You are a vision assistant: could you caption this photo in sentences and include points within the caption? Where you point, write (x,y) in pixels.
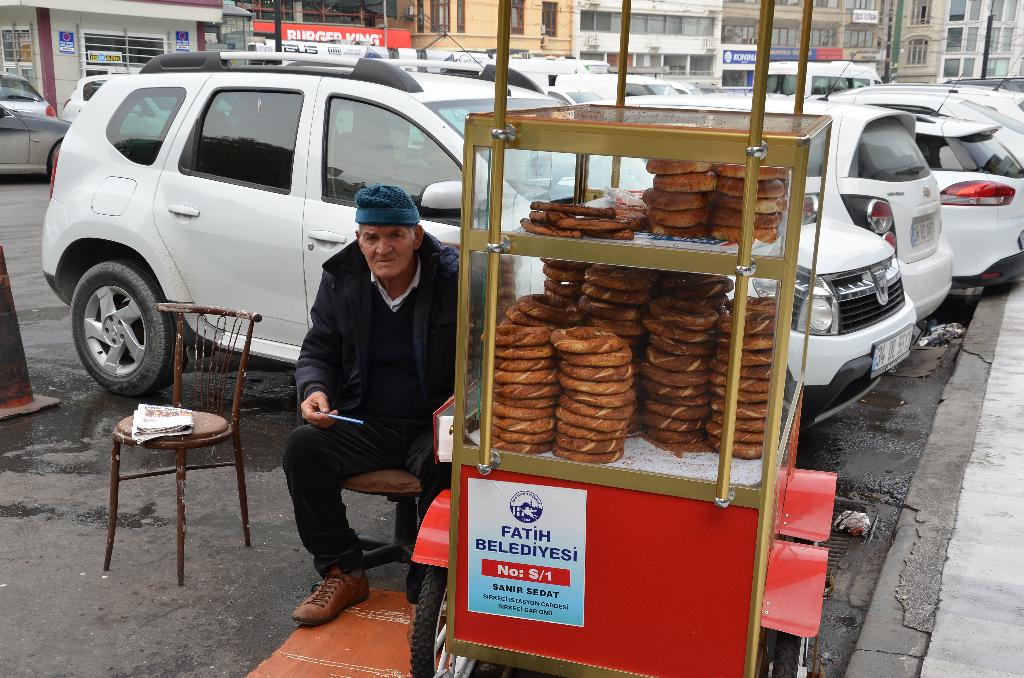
In this image there are many vehicles (311,58) and buildings (643,62) with windows (955,37) and doors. At the bottom of the image (832,669) there is a road (65,343) and on the road (167,492) there is a chair (130,438) and a man (384,466) sitting on a chair (391,470) is selling a food item (582,402) in a vehicle (746,653).
